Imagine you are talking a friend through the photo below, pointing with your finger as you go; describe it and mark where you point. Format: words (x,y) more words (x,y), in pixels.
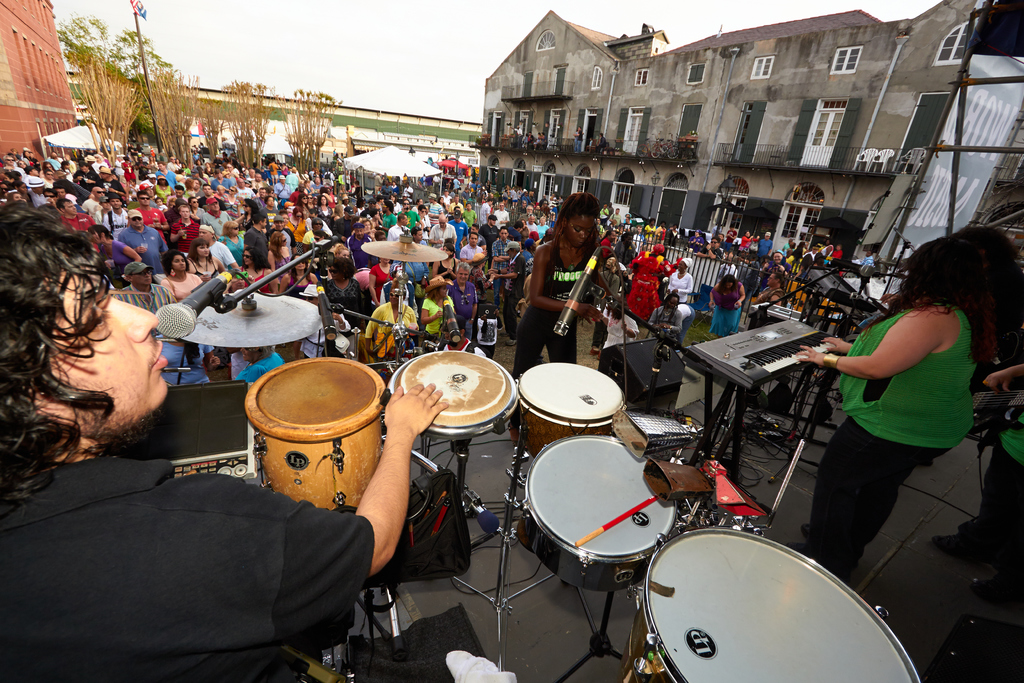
This picture shows group of people (242,378), two people (857,417) are playing musical instruments (745,603) and we can see couple of buildings (572,83) and trees (89,79).
